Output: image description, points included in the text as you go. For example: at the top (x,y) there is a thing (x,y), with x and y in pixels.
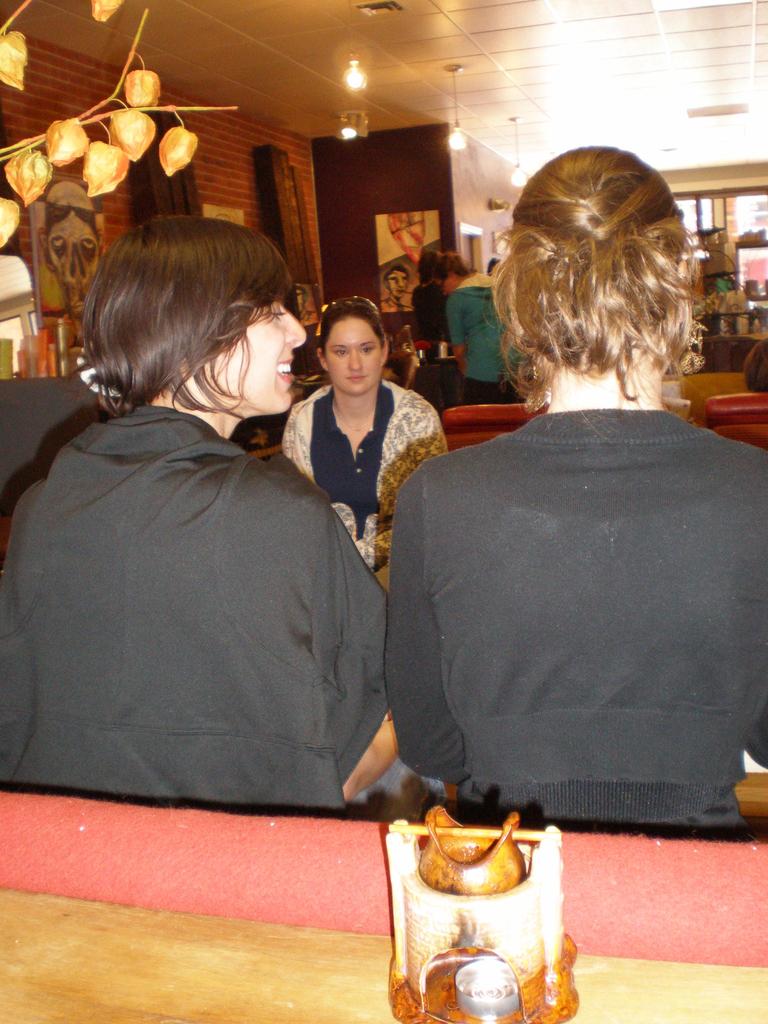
There are some people (331,476) sitting. There is a table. On the table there is something. In the back (245,201) there's a wall (238,187). On the ceiling (404,101) there are lights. Also some decorative items (78,142). Also there are photo frames (418,222) on the wall (370,229). Also there is a cupboard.
